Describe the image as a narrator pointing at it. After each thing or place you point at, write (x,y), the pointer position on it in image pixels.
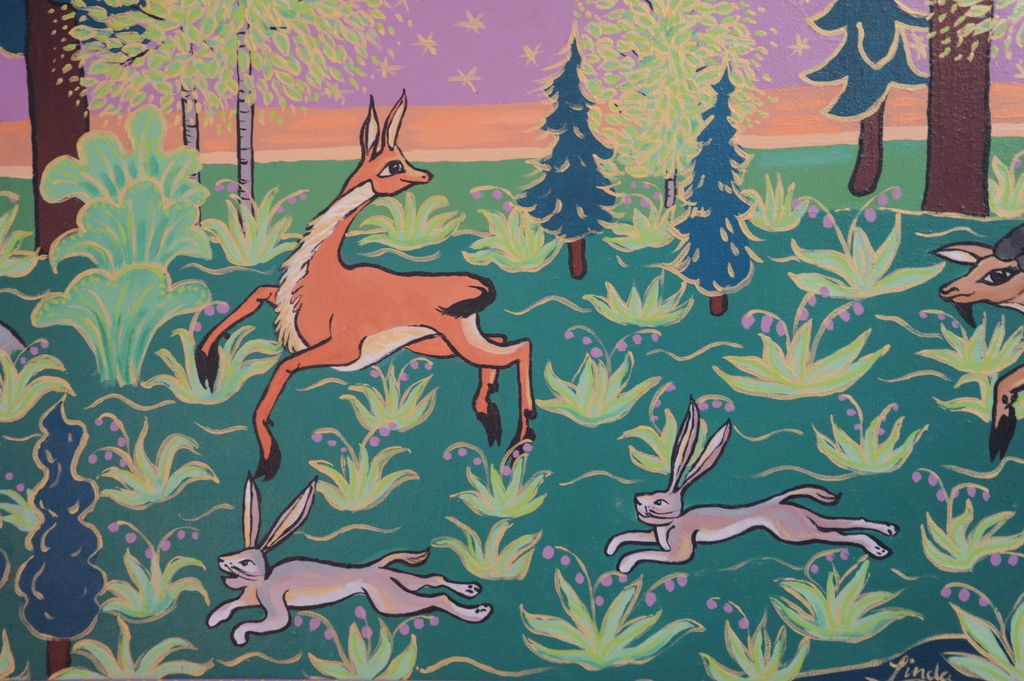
In this image, there is a picture in that picture there are some animals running and there are some trees (721,308).
